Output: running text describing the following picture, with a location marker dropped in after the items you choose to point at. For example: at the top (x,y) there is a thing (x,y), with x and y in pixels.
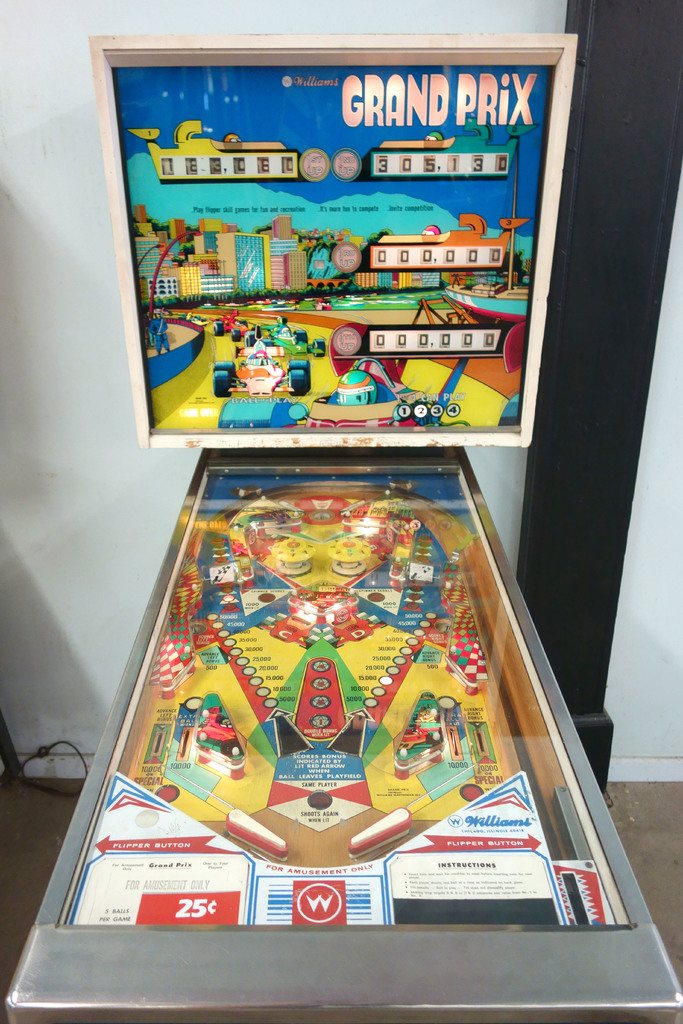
We can see game boards (274,438) and posters (321,921). We can see floor (46,805), wall (32,78) and pillar (582,44).
